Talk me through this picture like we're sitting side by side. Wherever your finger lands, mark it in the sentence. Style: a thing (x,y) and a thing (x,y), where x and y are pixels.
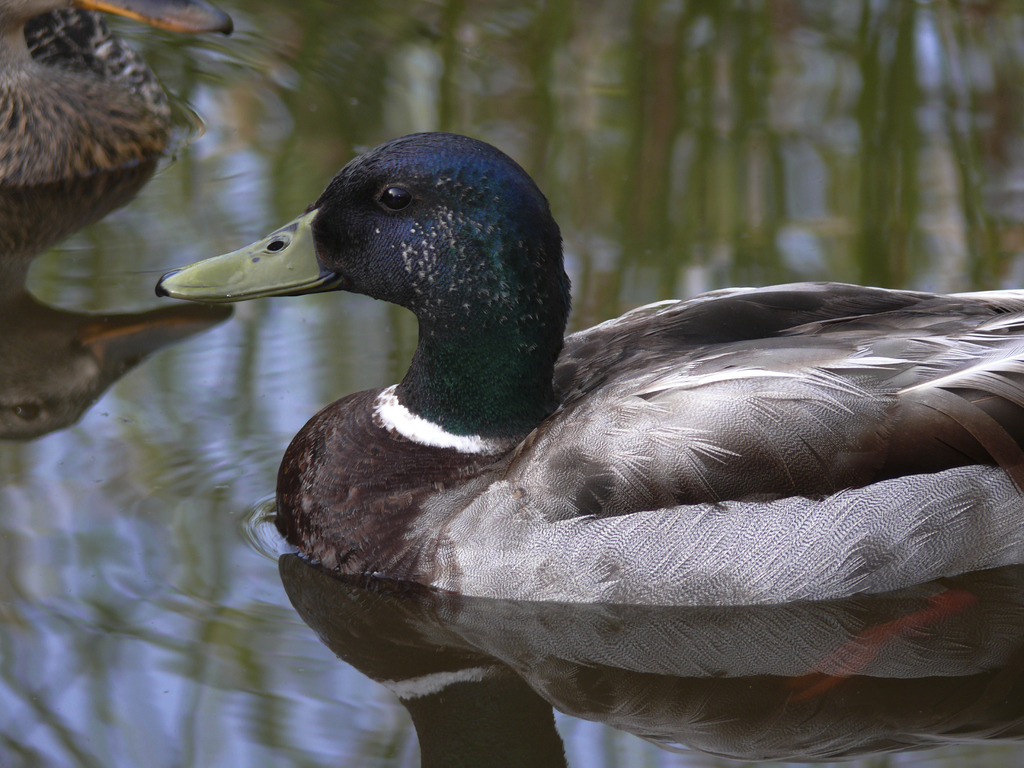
This picture is clicked outside. In the center (467,427) we can see the two birds (530,385) seems to be the ducks (125,139) in the water body (470,707) and we can see the reflections (537,70) of some objects (763,130) on the water body (862,175).
